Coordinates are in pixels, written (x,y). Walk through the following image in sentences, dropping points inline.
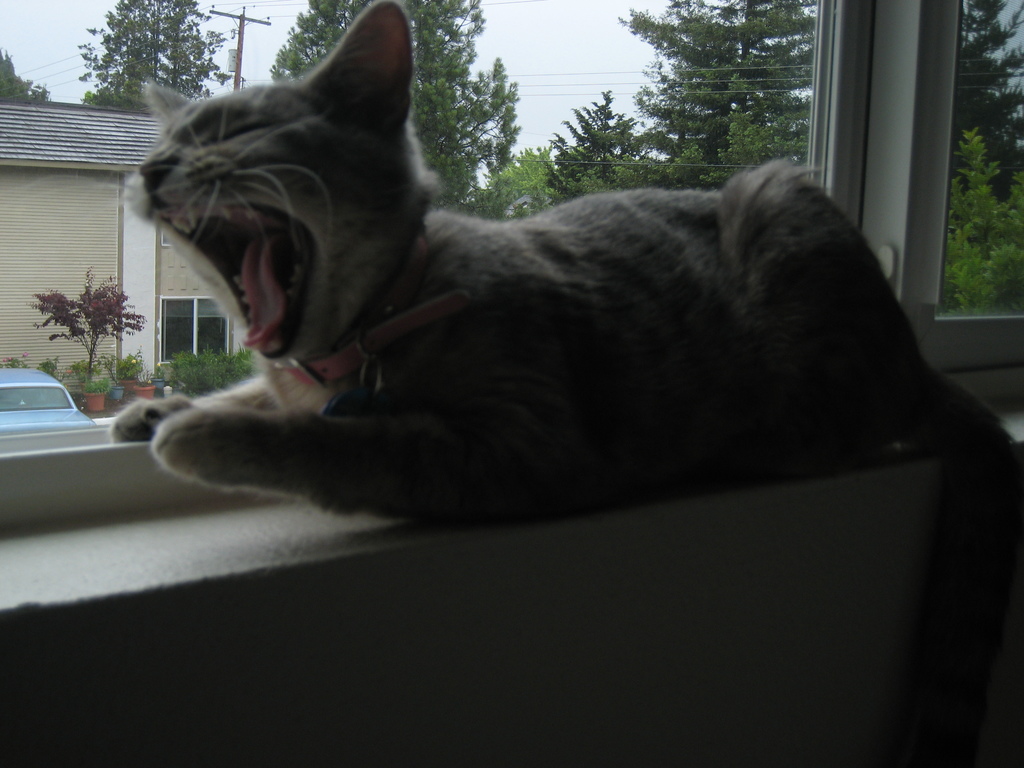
Here we can see a cat (679,418) on the wall (416,655). This is a window (488,23). From the window (862,33) we can see trees (463,136), pole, plants (128,360), house (187,305), and a car (80,414). In the background (563,22) there is sky (629,65).
